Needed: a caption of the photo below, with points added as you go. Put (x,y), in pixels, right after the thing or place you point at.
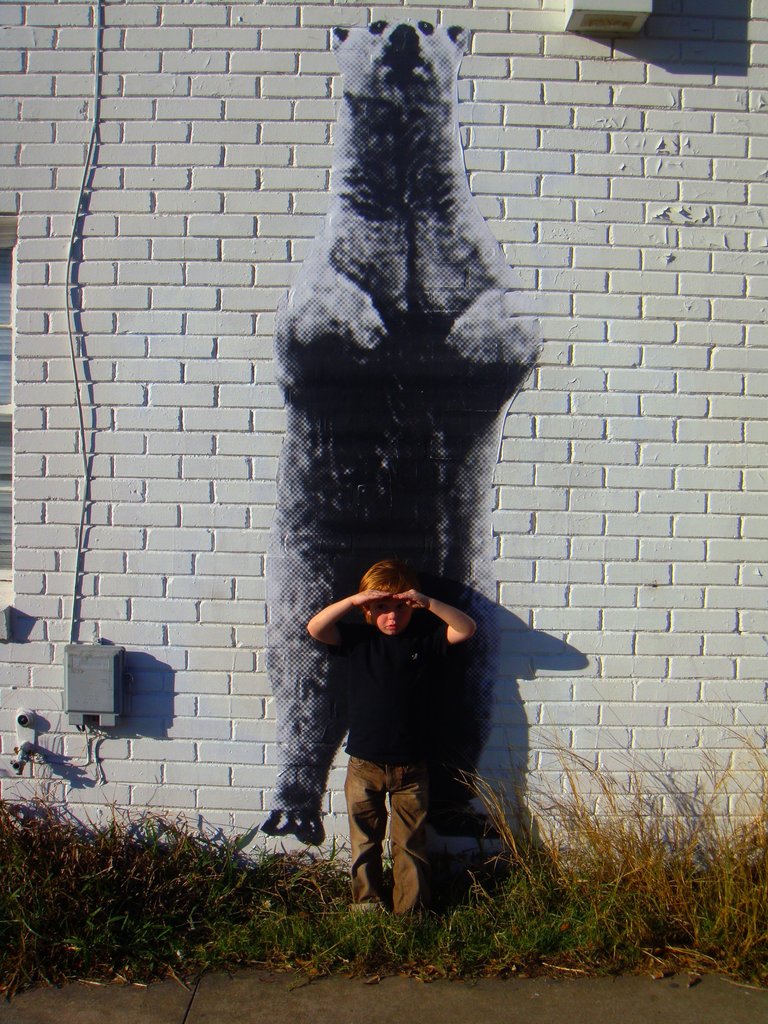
In this image, we can see a kid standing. We can see the ground (351,1001) and some grass (576,861). We can see the wall (163,96) with some objects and a painting (319,437). We can also see a wire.
